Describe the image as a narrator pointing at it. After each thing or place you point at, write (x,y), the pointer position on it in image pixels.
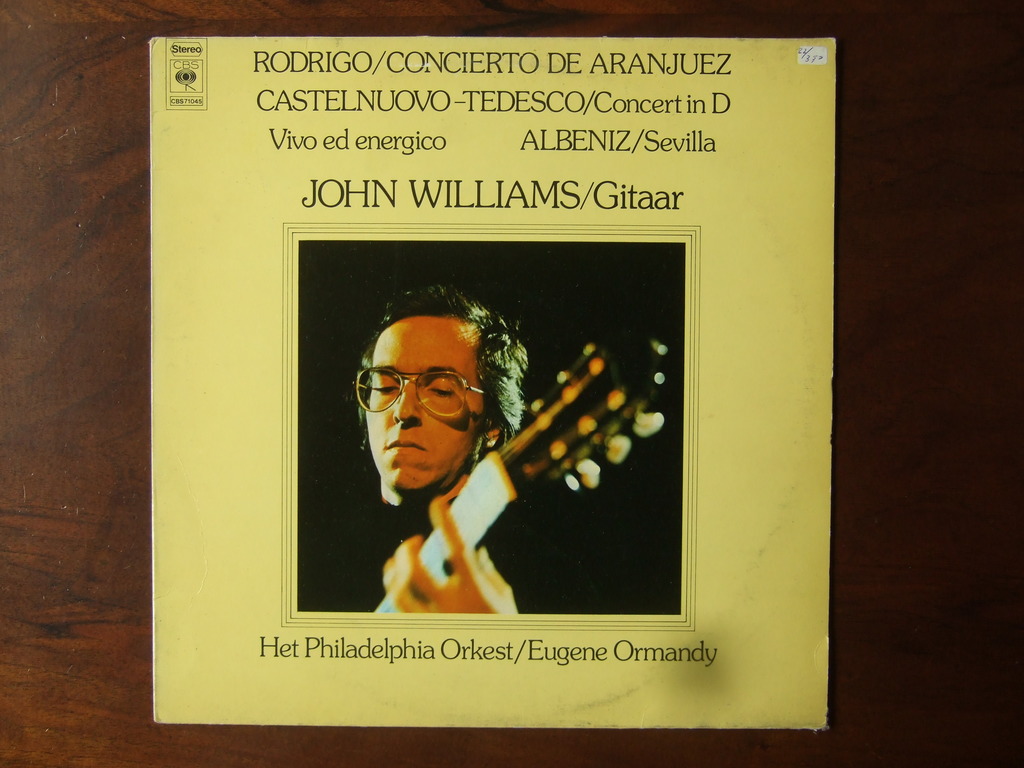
This is a poster (179,88) and in this poster we can see a man (368,416) wore spectacle (435,387) and holding a guitar (582,385) with his hand (480,577).
